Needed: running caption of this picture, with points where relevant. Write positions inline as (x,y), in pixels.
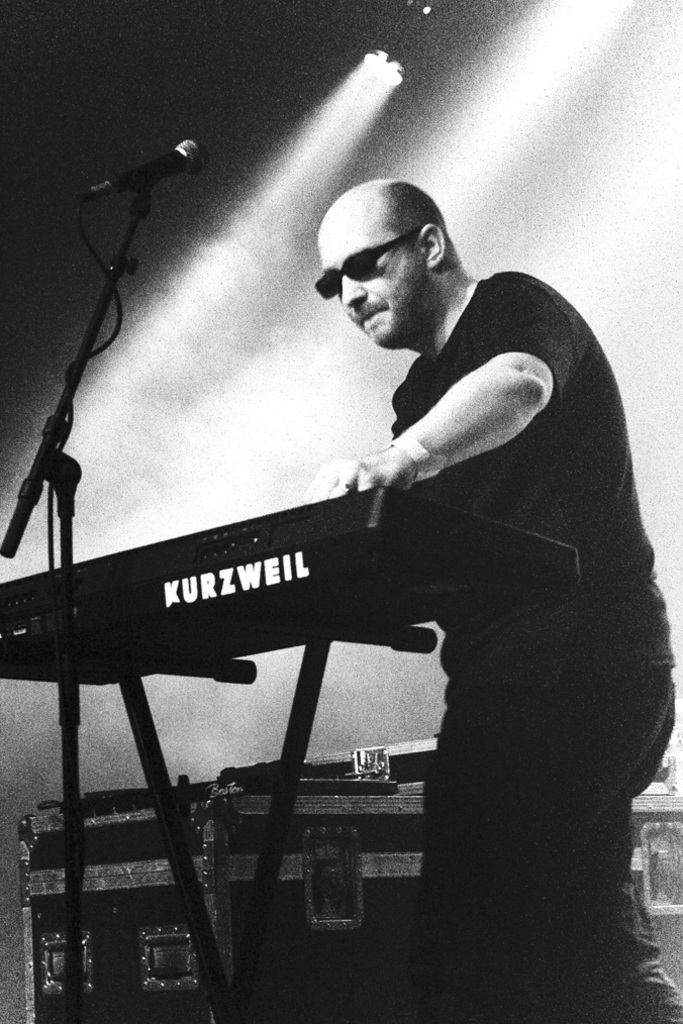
In this image i can see a person (547,489) standing wearing a black dress (583,692) and glasses (395,247). I can see a microphone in front of him and some musical instrument (196,626). In the background (383,110) i can see lights (388,68).
